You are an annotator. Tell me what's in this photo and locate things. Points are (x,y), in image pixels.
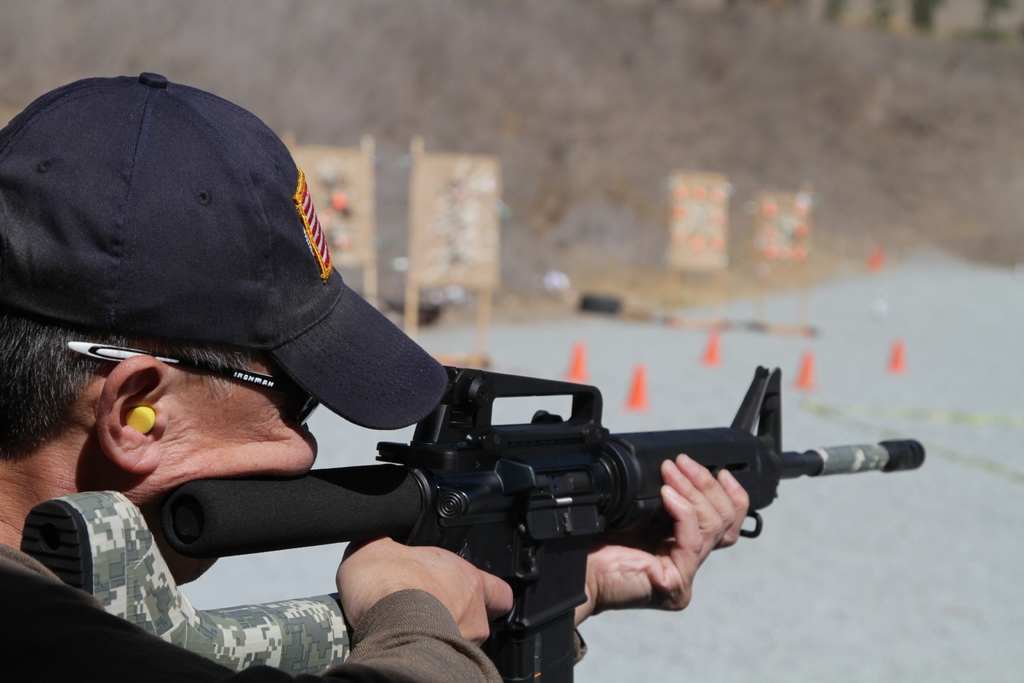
As we can see in the image on the left side (189,332) there is a man (180,663) wearing cap (206,271), spectacles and holding gun (547,527). There are traffic cones (583,354) and dry grass (674,159). The background (516,41) is blurred.
